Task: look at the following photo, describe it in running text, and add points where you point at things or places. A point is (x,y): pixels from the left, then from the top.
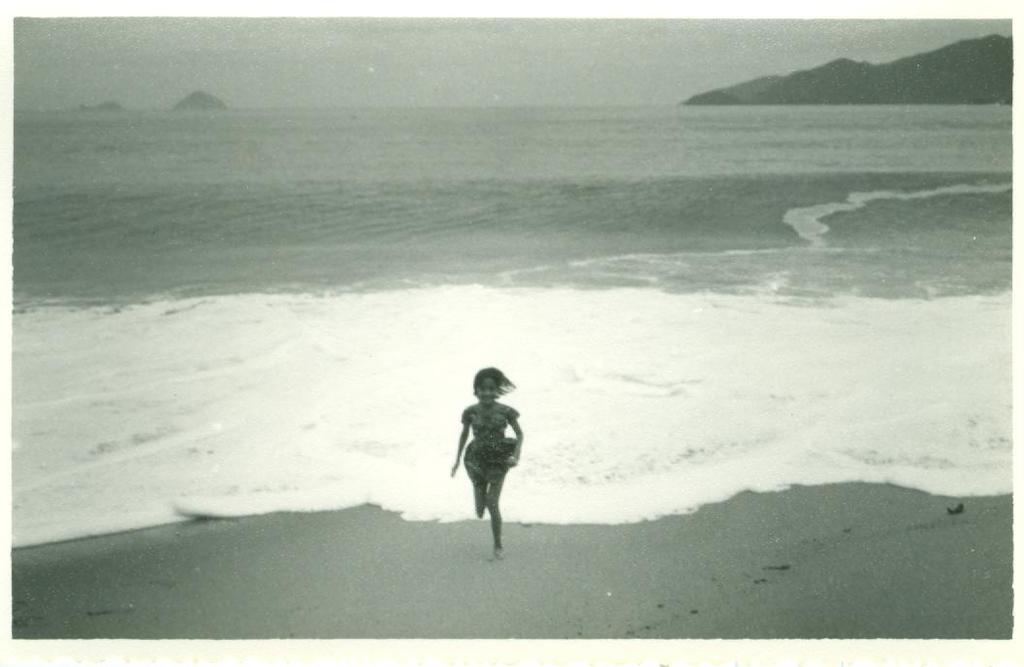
This picture shows a girl (492,506) running and we see water (393,273) and hill (963,99).
